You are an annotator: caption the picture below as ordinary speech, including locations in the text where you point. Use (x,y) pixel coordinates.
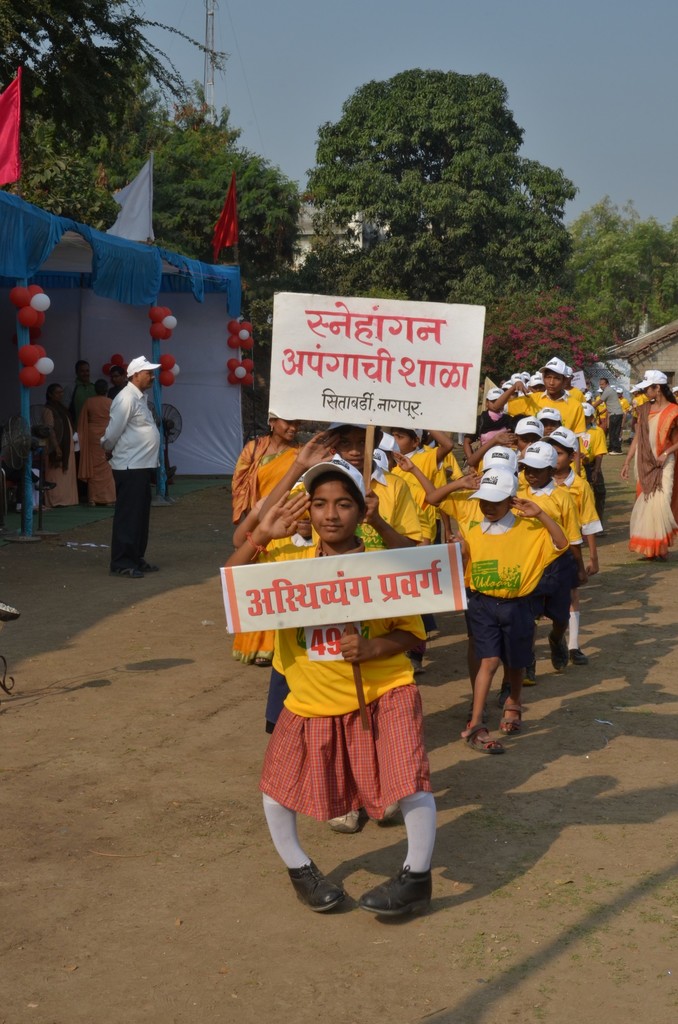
In this image many kids (346,504) are marching on the path (253,850). in the front (347,608) a girl (343,636) is holding a placard (357,568). Behind her a child (373,510) is holding a placard (368,396). Few people (150,441) are standing here. Here there is a tent (9,229) with balloons (36,315). On the top (15,160) there are flags (221,233). Under the tent (124,299) there are many people (82,395). In the background (253,218) there are trees (82,194) and buildings (677,351).
